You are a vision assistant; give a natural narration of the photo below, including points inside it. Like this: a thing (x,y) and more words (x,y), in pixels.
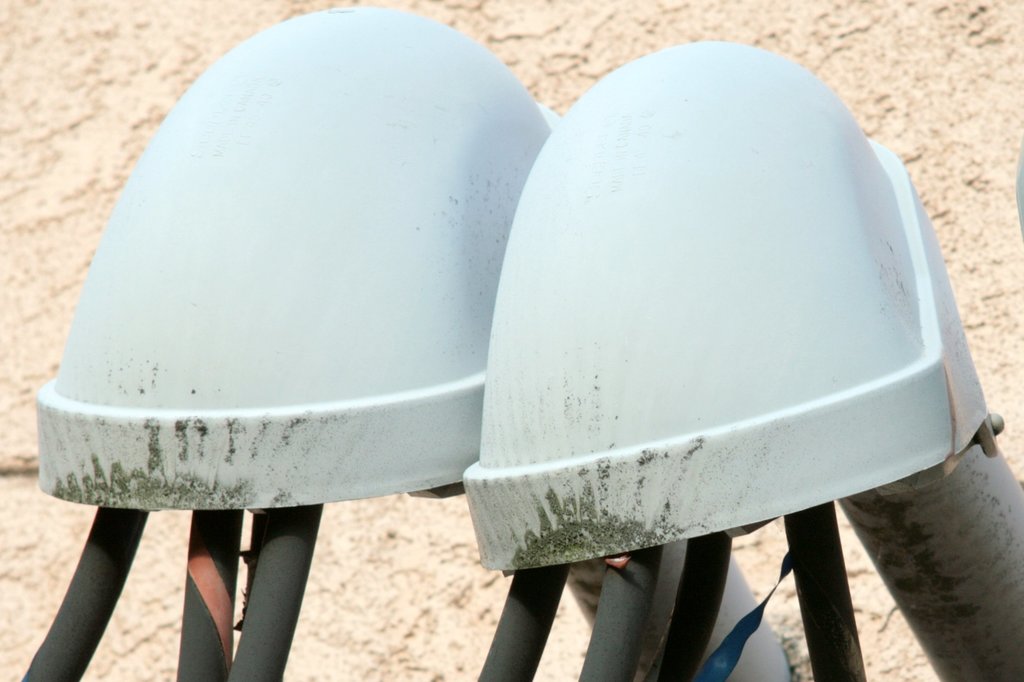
In this image in the center (599,328) there are two white color objects (595,384). In the background (868,560) there are some pipes (828,617), bolt (996,440) and a wall (106,88).
